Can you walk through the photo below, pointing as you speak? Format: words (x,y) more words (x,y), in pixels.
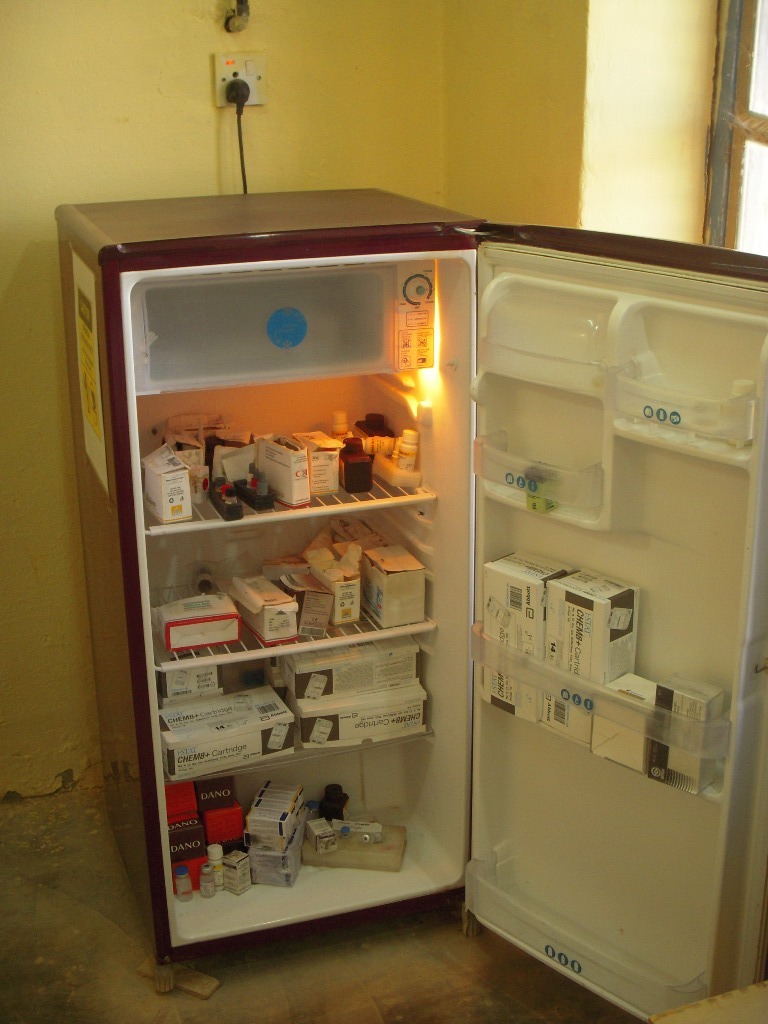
In this image we can see a refrigerator (425,761) with some medicine (363,671) in it, in the background (214,164), we can see the wall (318,34) with a switch board (259,91), on the right side of the image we can see a window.
